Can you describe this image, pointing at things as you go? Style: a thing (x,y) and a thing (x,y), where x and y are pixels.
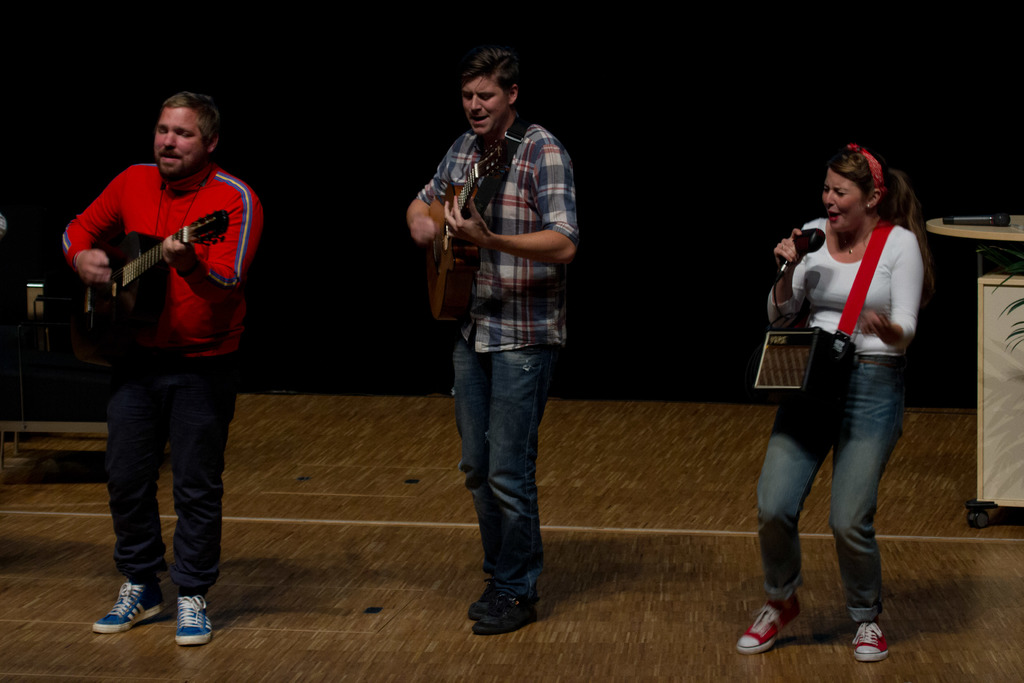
In this image I can see two men (507,65) and a woman (909,340) are standing. I can also see both of them are holding guitars (110,334) and she is holding a mic (818,240).
